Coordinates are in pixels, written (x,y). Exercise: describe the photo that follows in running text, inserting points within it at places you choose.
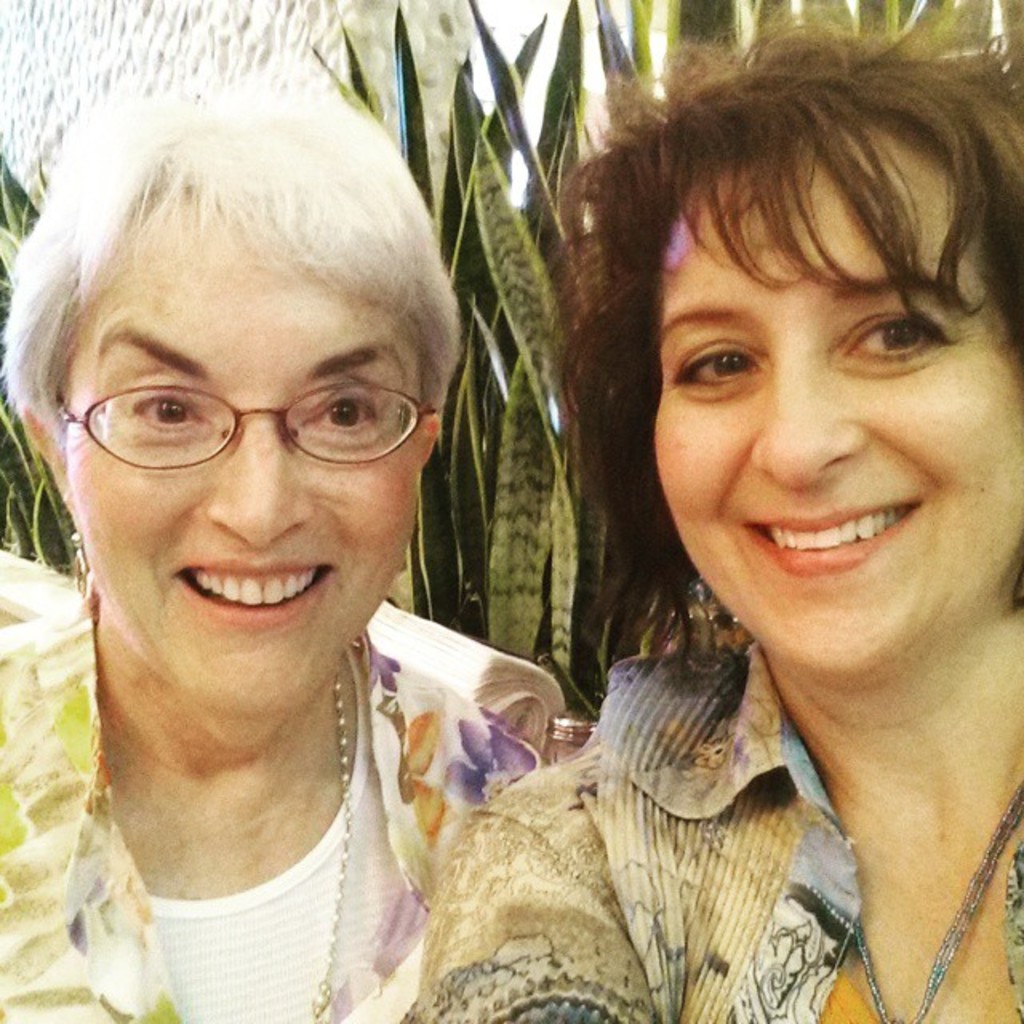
In this picture we can see two women (581,792) smiling. There are a few leaves (488,443) and some objects (580,725) in the background (572,710).
